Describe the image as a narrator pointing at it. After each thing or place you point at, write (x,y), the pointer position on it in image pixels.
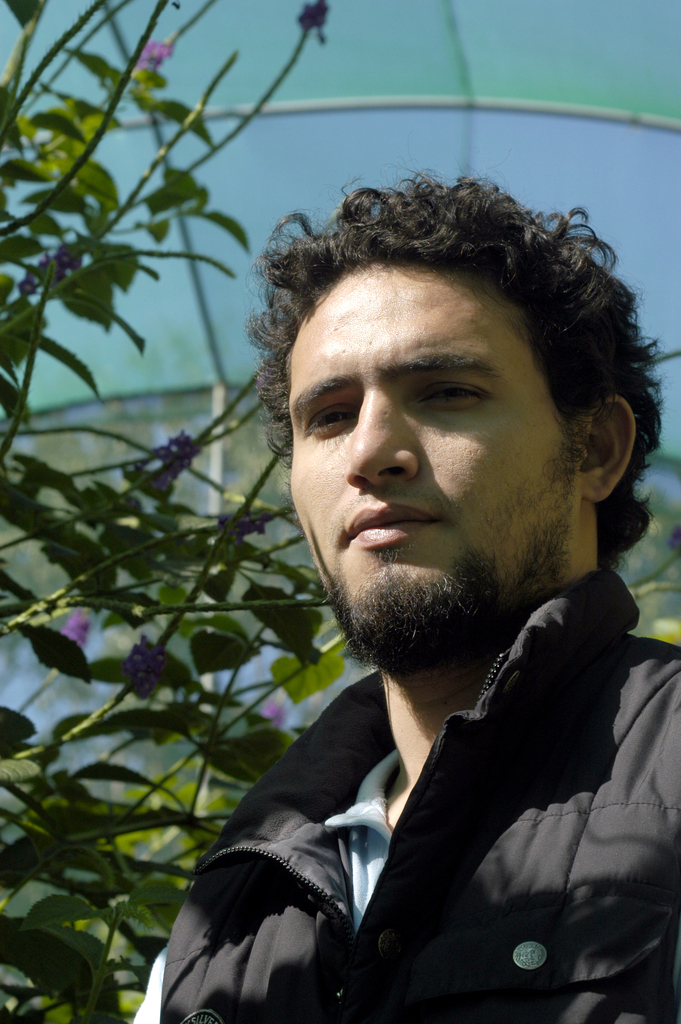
In this picture we can see a person (359,309) and few plants (97,677) in the background (44,641).
